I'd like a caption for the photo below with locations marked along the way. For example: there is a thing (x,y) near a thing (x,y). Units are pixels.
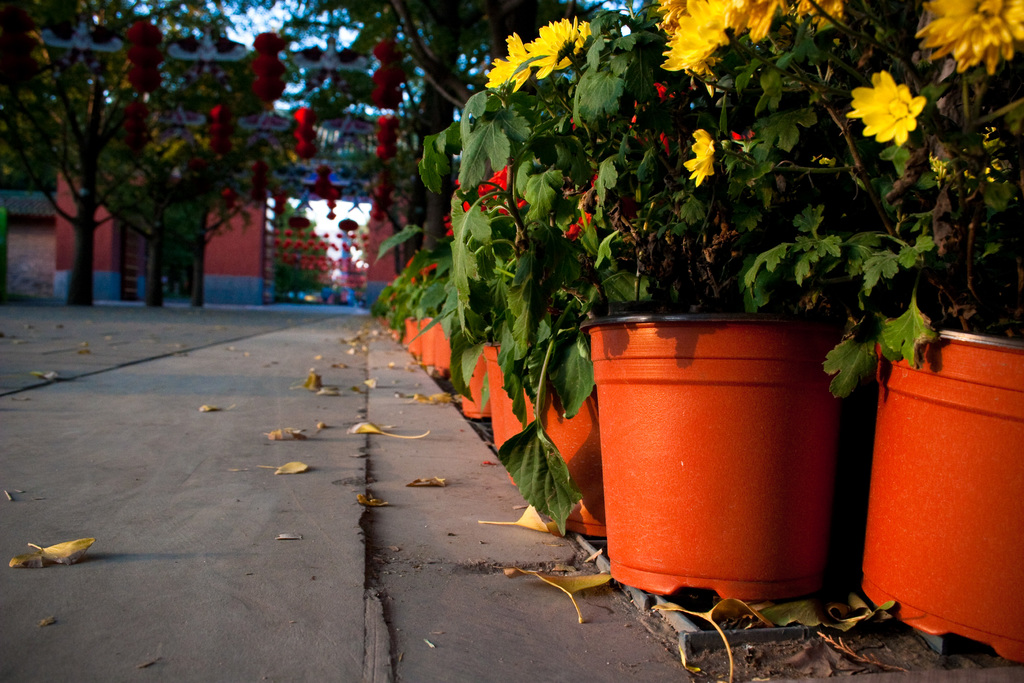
In this image there are trees (165,108) and plants (712,219) with flowers (691,58) on it. In the background (128,244) there is a building (373,242).
